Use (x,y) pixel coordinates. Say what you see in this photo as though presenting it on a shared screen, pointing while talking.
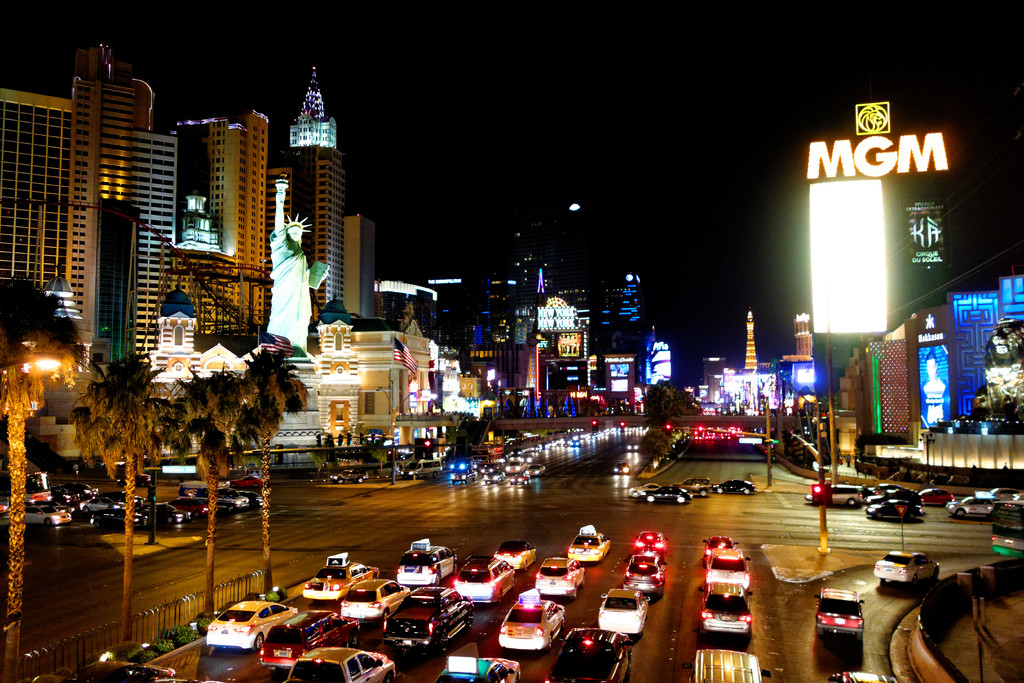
In this image few vehicles (496,588) are on the road (536,566). Left side (36,675) there is a fence (194,620) on the grassland (196,635). Behind the fence (86,651) there are few trees (204,410). Few poles (826,514) are on the pavement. Left side (306,290) there is a statue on the pillar (307,432). Before it there is a flag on the pavement (384,484). Background (90,346) there are few buildings (598,327). Top of the image (607,88) there is sky (599,86).
